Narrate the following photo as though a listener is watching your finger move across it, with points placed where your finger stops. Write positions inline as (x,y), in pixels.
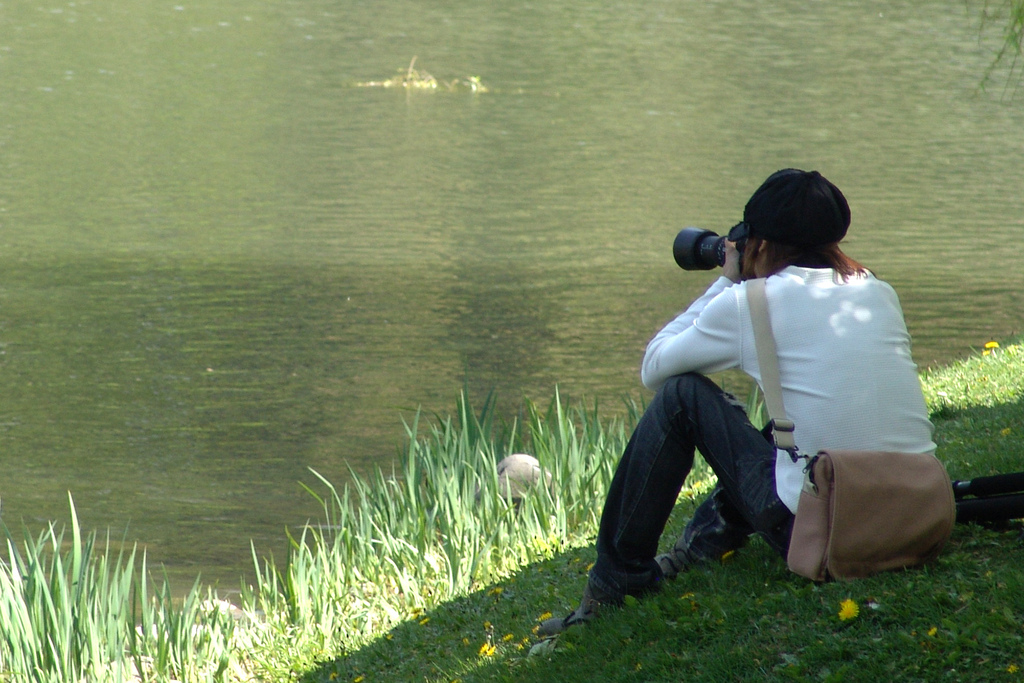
In this image I can see a person (782,356) is sitting and holding a camera (701,245). The person (782,362) is carrying a bag (765,346). The person (807,389) is wearing a cap (810,202). Here I can see the grass (452,566). In the background (240,195) I can see water (261,203).
